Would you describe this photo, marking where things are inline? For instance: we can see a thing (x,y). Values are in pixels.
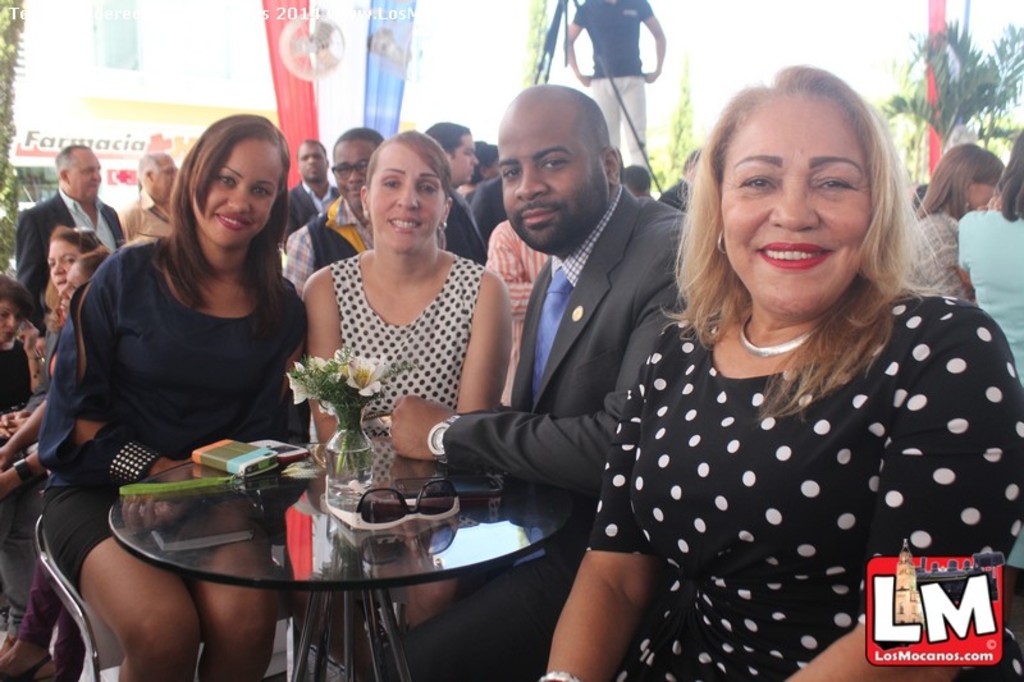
In the image few people (213,140) are sitting and standing. Behind them there are some banners (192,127) and plants (963,78) and trees (977,75). Bottom left side of the image (324,531) there is a table (560,507), on the table (560,507) there are some glass (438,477) and mobile phones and flower vase (364,444) and flowers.
